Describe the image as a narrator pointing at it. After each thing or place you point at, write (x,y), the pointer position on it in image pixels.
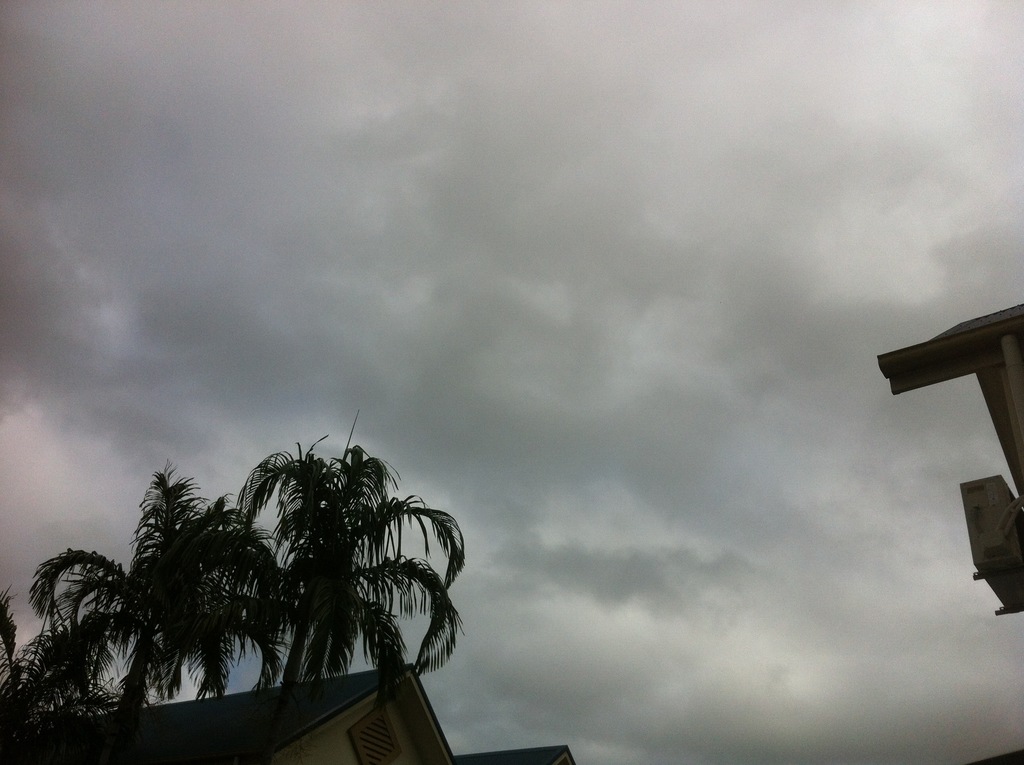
In this picture, those two are looking like houses (402,700). In front of the house (325,697) there are trees (173,623). Behind the houses (304,716) there is the cloudy sky (474,474).
